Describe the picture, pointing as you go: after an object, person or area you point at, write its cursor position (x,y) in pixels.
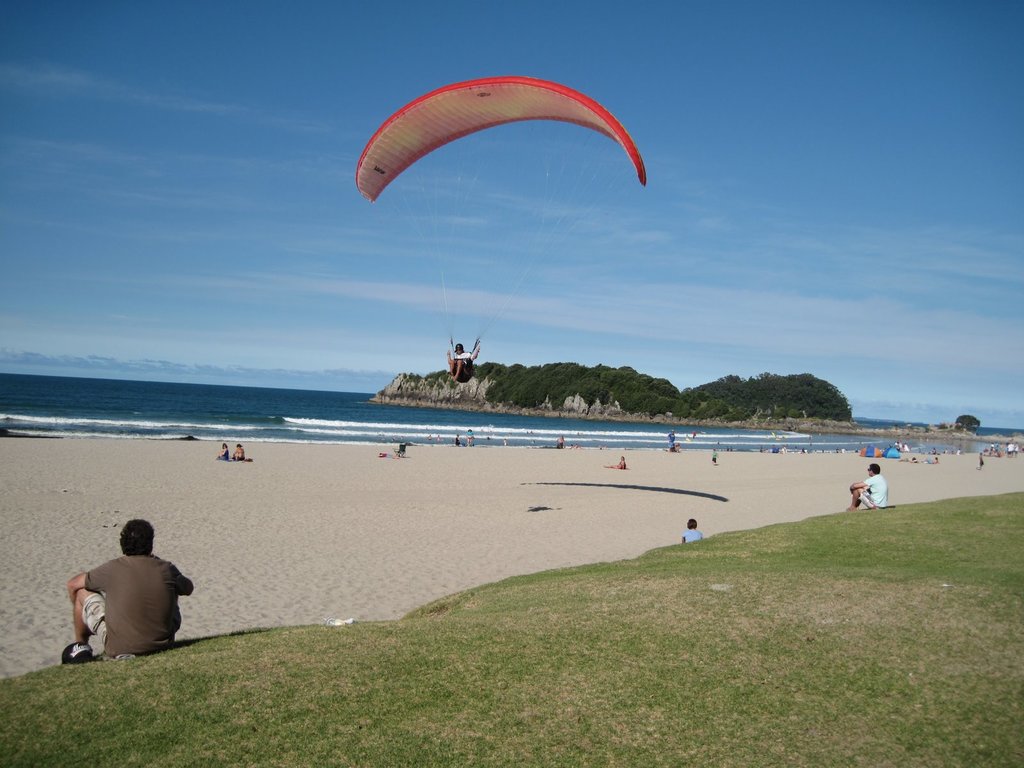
In this image we can see grass (325,722), people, water (218,391), trees (613,384) and cloudy sky (848,221). In the middle of the image (468,374) we can see a person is in the air (578,268) along with paragliding (387,177).
